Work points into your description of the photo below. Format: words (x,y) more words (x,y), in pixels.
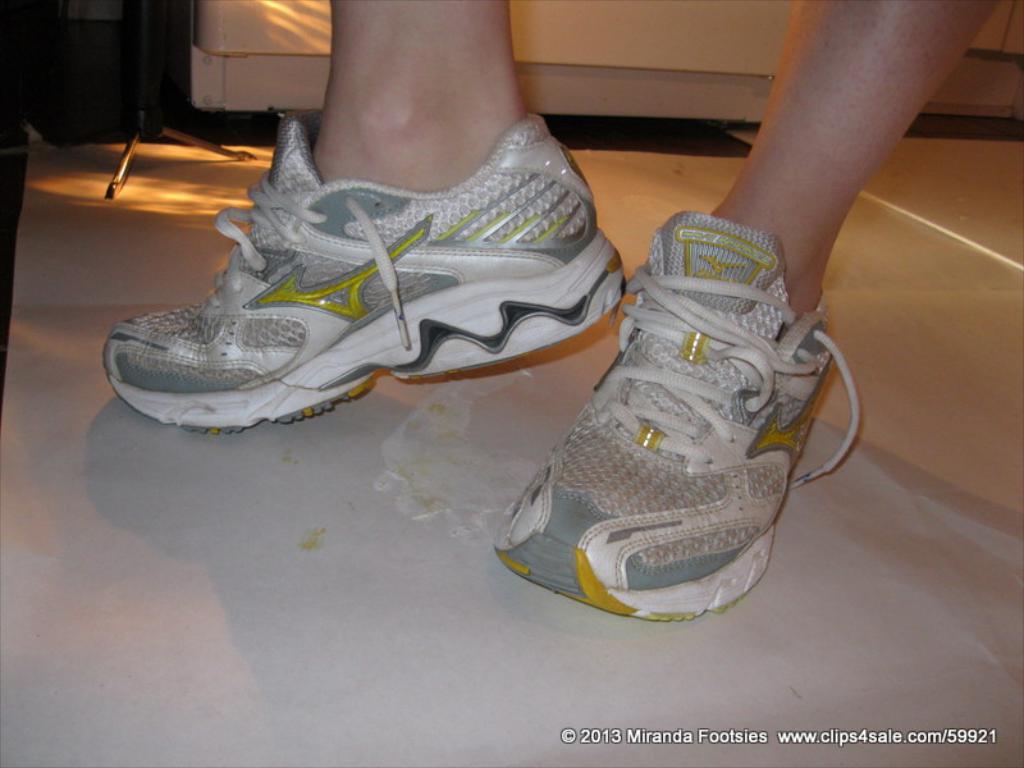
In this image we can see white color shoe (745,522). Background (728,63) one tripod stand (152,87) and furniture (698,66) is present.
